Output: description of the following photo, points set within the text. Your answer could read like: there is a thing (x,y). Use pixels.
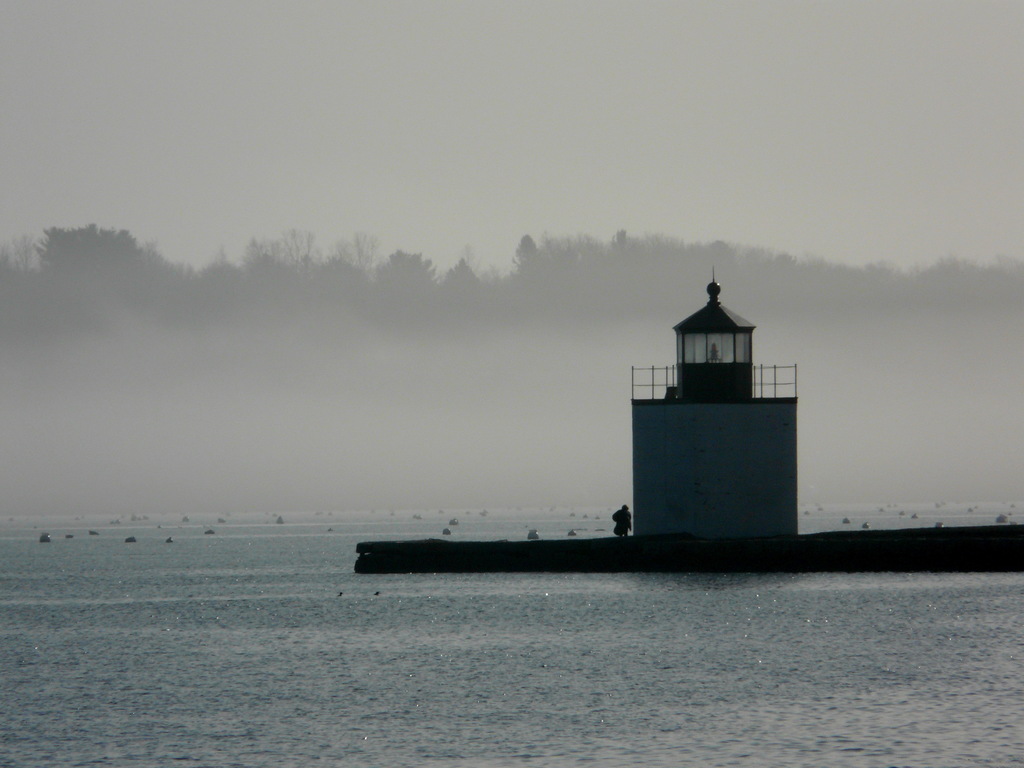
As we can see in the image there is water (585,625), a person (626,513) standing over here, building (699,451), trees (566,303) and sky (377,82). The image is little dark.
